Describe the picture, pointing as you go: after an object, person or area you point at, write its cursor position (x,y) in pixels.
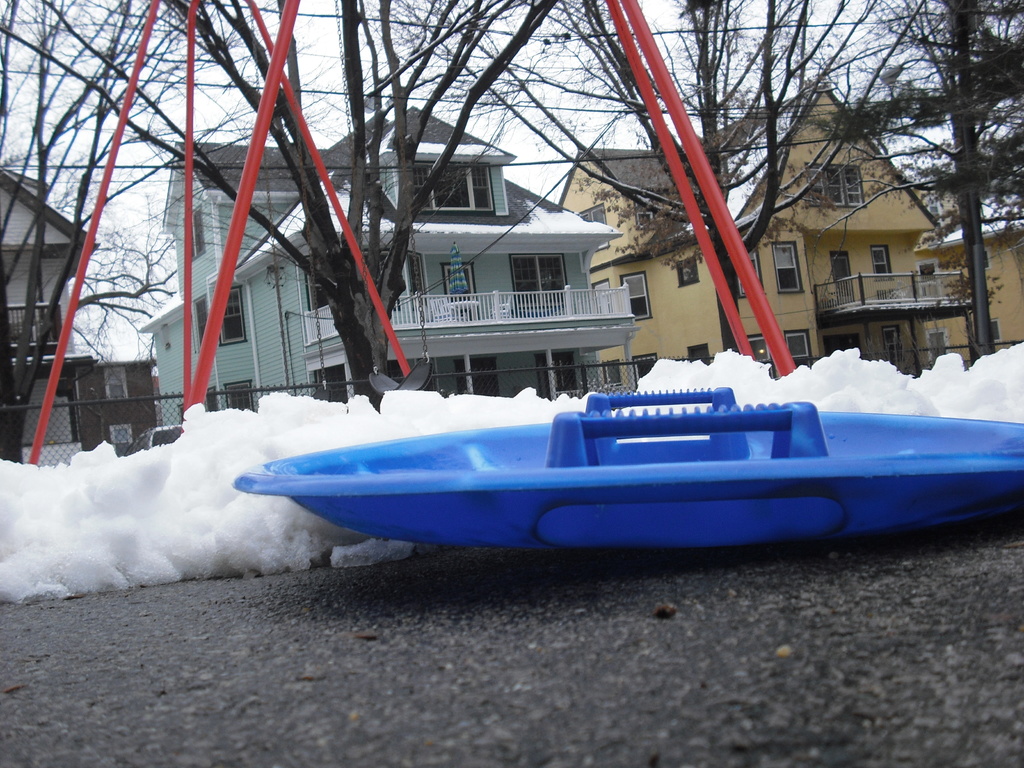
This image consists of buildings (638,317). At the bottom (583,614), there is a road (578,621) on which we can see the snow (141,517). And an object (350,468) in blue color. In the middle (343,296), there are trees (355,309). At the top (333,144), there is sky (160,68). And we can see the poles (187,277) in red color.
